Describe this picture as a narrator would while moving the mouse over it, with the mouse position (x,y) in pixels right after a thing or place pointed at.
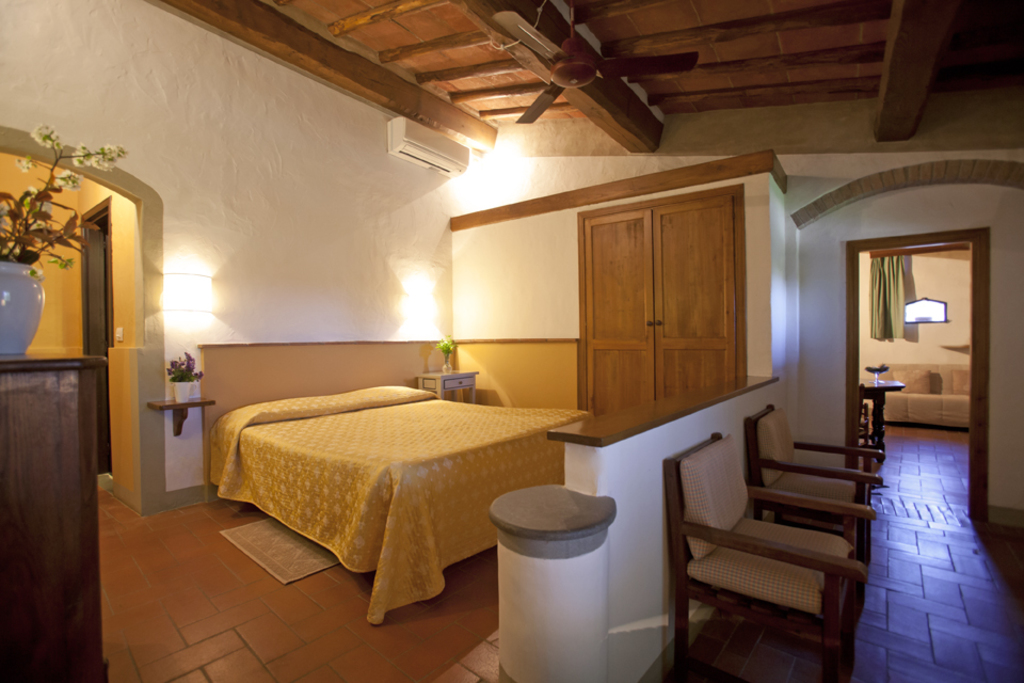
In this picture I can see the inside view of a room (639,385) and in the front of this picture (578,424) I can see 2 chairs (721,508) and I see a white and brown color thing (557,532). In the middle of this picture (413,426) I can see a bed (320,512), 2 plants (190,358) and in the background (347,210) I can see the wall (350,183), on which there are lights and I can see an AC (459,162). I can also see the doors (660,215) and on the top of this picture (672,55) I can see a fan (691,56). On the left side of this image (42,371) I can see the brown color thing (73,403), on which there is a flower vase (35,232). On the right side of this picture (876,294) I can see another room (927,284).
